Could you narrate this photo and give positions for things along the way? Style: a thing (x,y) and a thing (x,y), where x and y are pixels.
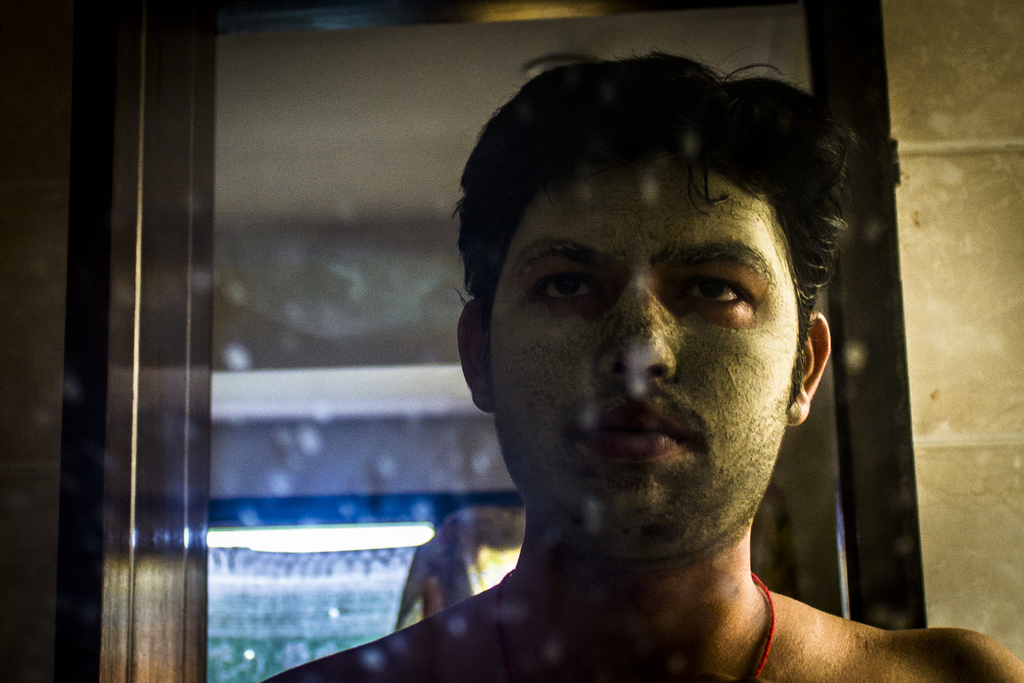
In this image there is a mirror (339,453) having the reflection (548,449) of a person (771,464). Behind him there is a light (358,537) attached to the roof (358,477).
